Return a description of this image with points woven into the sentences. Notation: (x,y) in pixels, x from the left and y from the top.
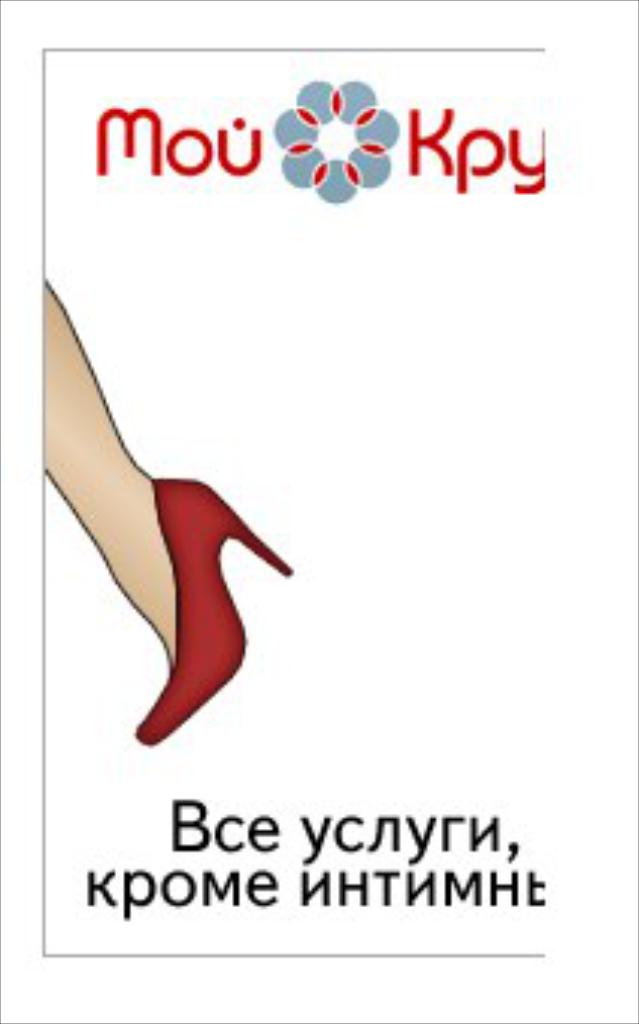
This picture contains a poster (252,575). In this poster (244,534), we see the leg (117,500) of the women (133,545) wearing red color sandal (192,635). We see some text (395,850) written on the poster (249,274). In the background (335,521), it is white in color.
